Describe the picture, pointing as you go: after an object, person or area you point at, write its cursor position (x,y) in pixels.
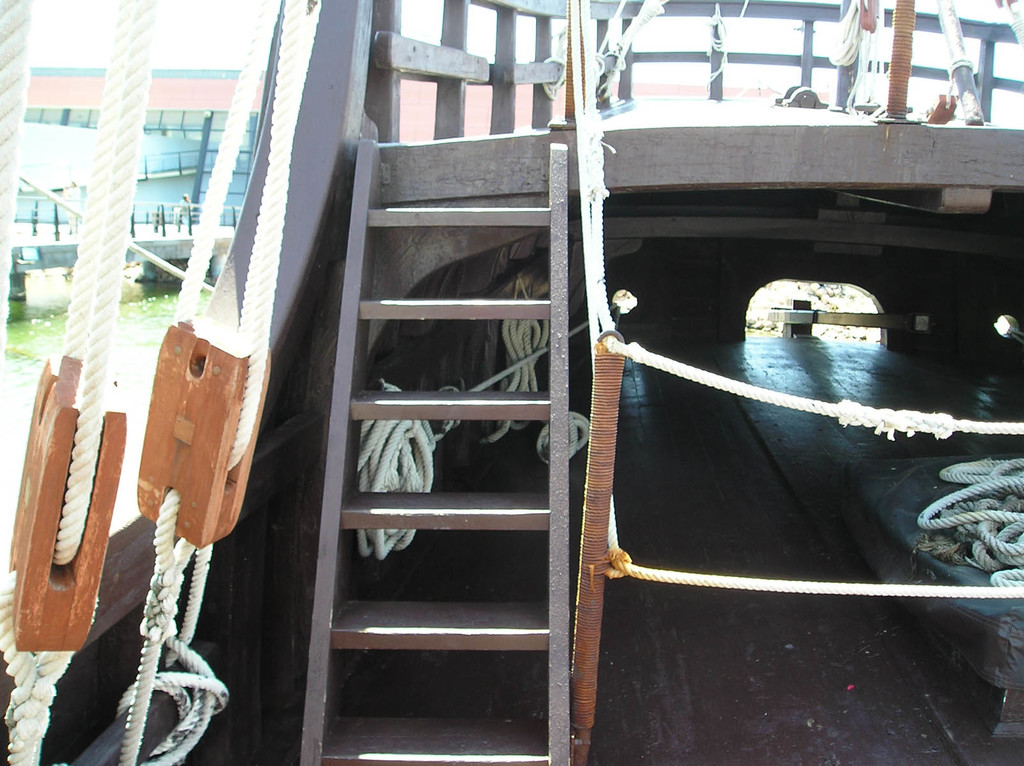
In this picture we can see a boat (244,242), ropes (10,214) and metal rods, in the background (133,230) we can see a bridge (147,261) over the water (47,325).
